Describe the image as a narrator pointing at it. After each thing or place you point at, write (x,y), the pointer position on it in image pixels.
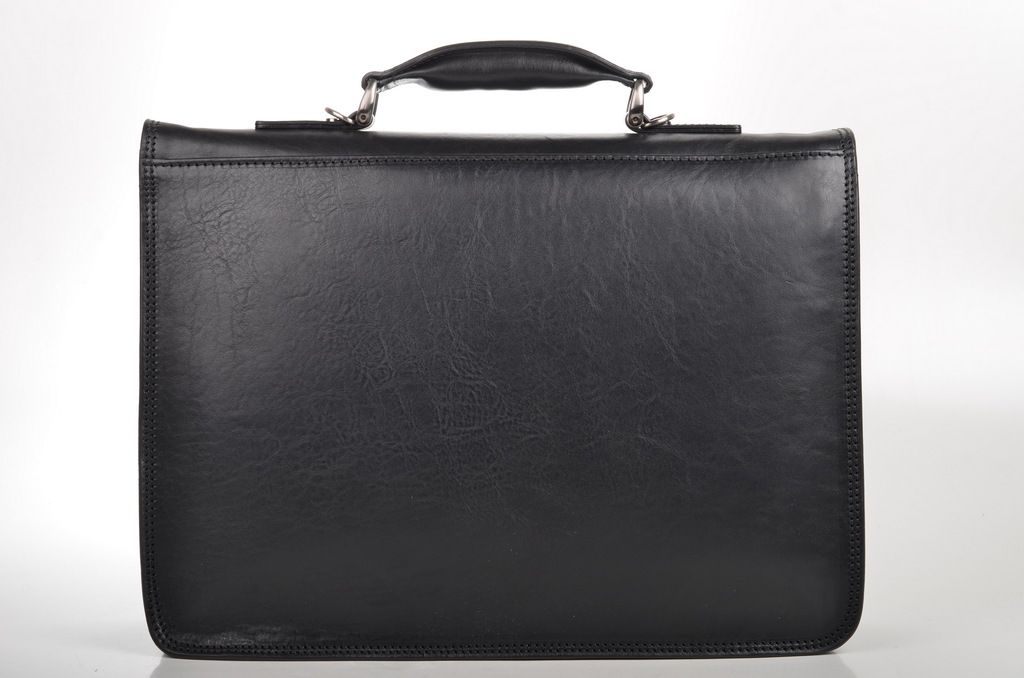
In this image in the middle (500,380) there is a black color bag (502,289) with handle (542,78).
